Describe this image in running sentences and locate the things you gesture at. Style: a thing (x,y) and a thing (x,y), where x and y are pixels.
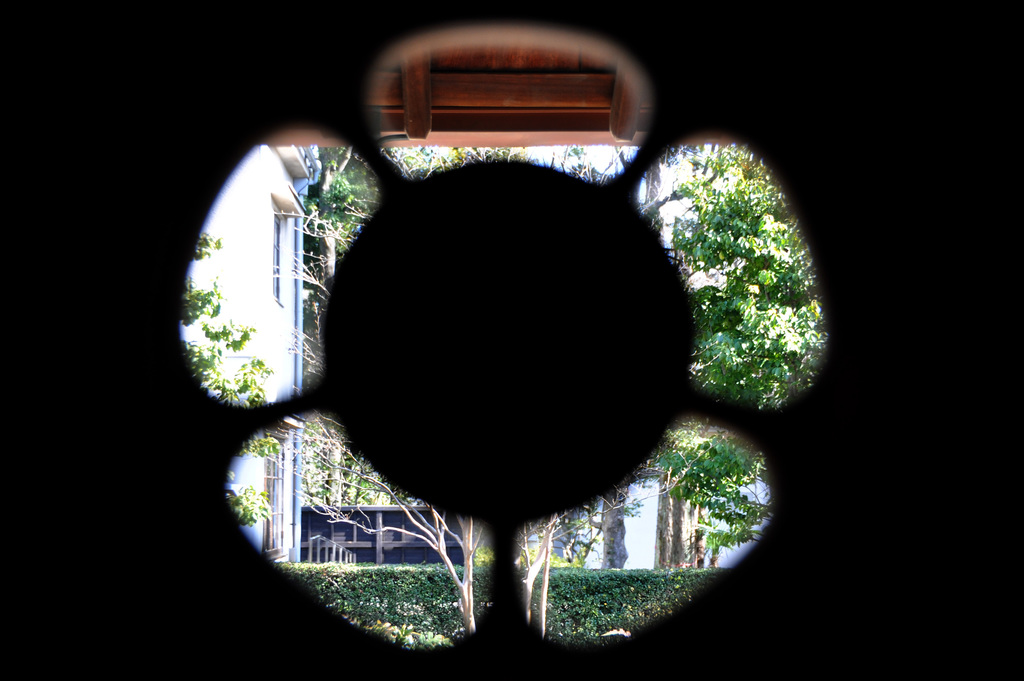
In this image there is a window (544,451) and we can see buildings (298,456) and trees (712,382) through the window holes (260,286).
